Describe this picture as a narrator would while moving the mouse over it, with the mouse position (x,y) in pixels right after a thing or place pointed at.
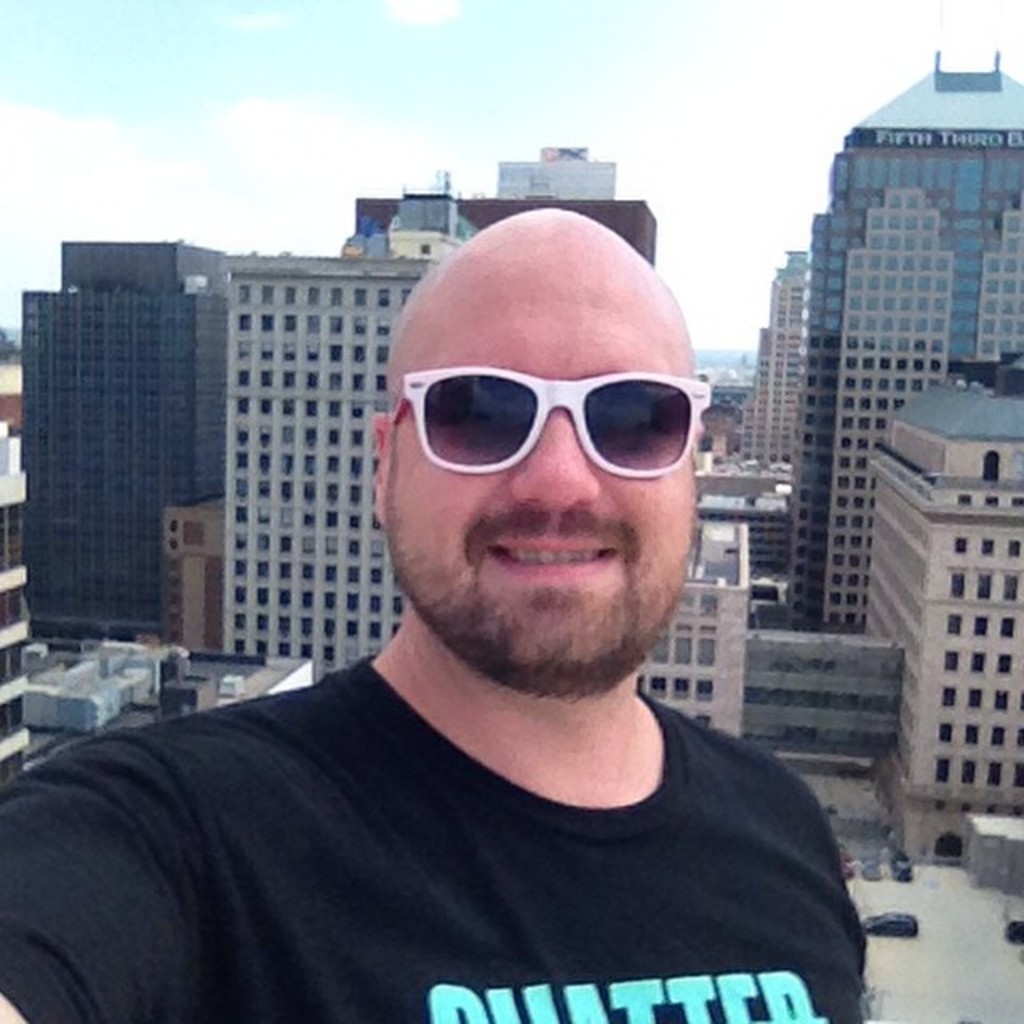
In this image there is a person (499,618) with a smile on his face (543,658), behind the person (625,839) there are buildings (813,541) and a sky (129,144).
